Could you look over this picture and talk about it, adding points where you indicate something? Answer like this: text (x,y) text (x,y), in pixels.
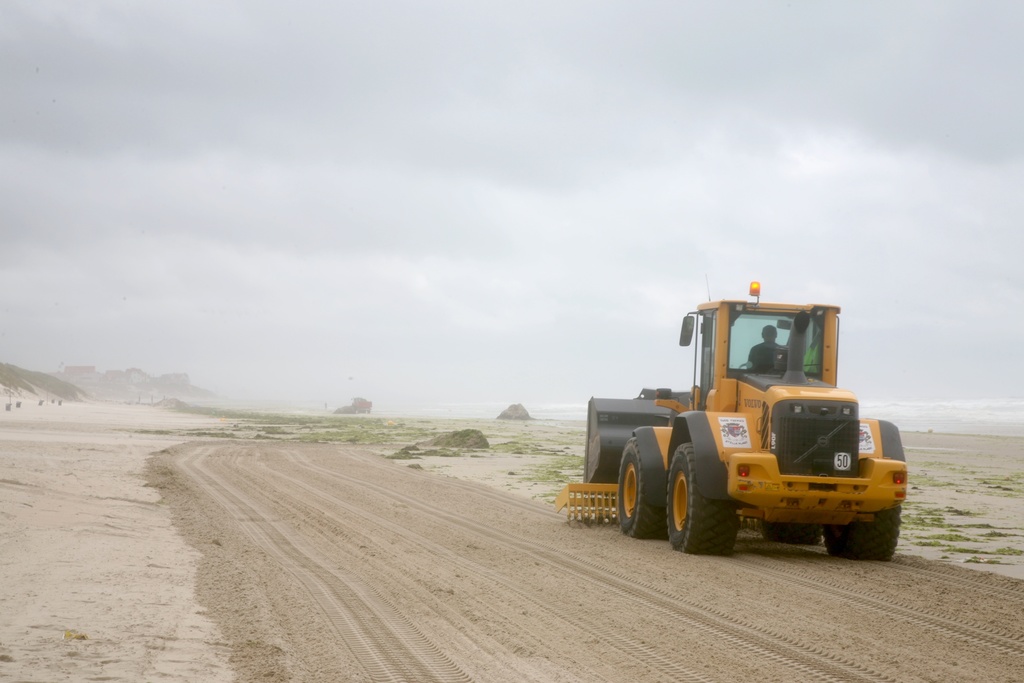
In a given image I can see a wheel loader vehicle (773,394), person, sand (333,488), mountains (11,388), grass (268,431) and in the background (479,82) I can see the sky (304,173).
